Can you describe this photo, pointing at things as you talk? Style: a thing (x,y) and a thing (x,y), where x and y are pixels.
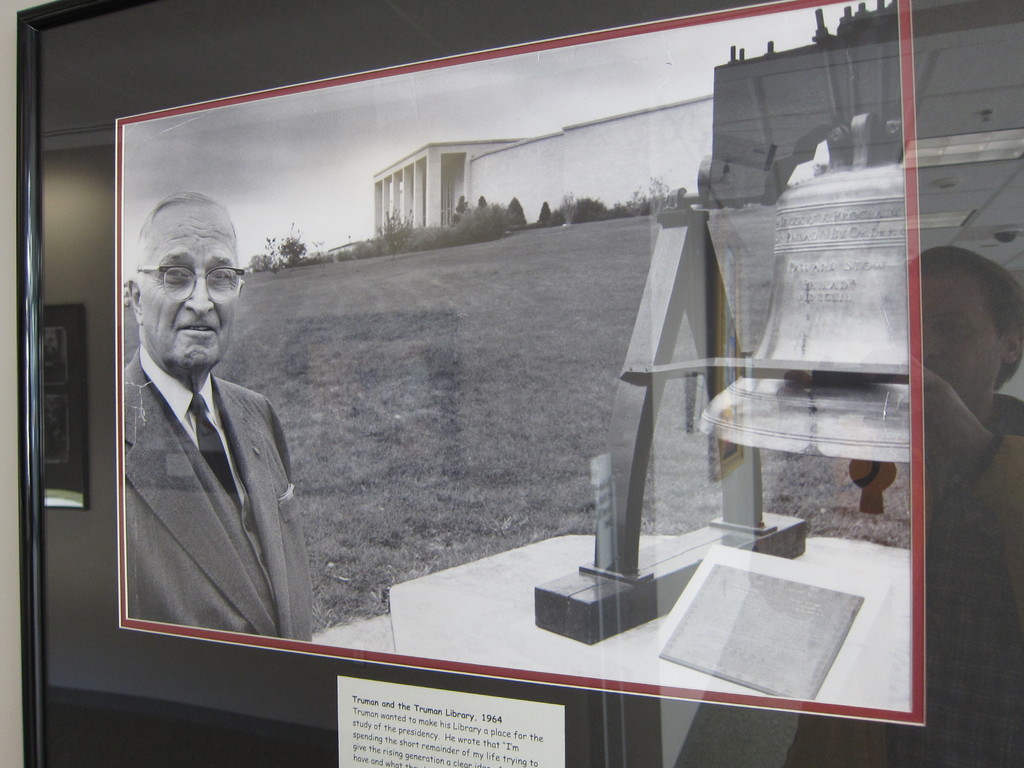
In this picture we can see few photos (386,469) on the glass (340,473), behind the glass (915,480) we can see a person (945,381).
